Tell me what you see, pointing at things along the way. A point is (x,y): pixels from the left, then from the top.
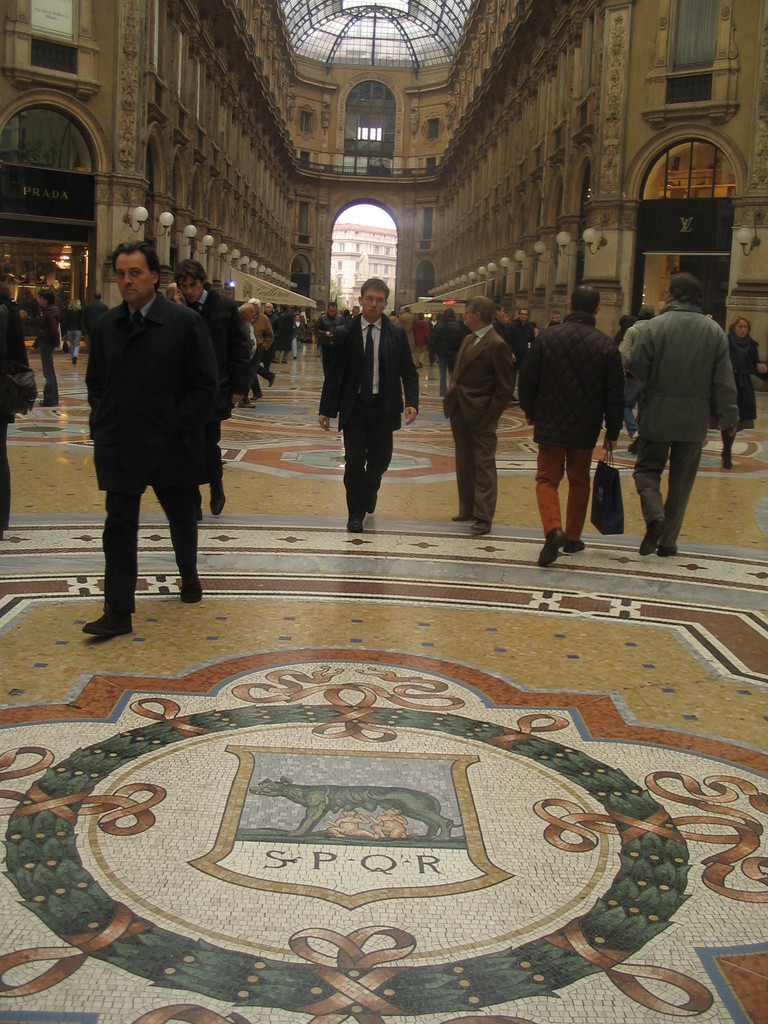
In this image I can see there is a painting (188,792) on the floor (200,751). In the middle (487,448) few people (548,382) are walking, at the back side (426,267) it is a very big building (364,172).
